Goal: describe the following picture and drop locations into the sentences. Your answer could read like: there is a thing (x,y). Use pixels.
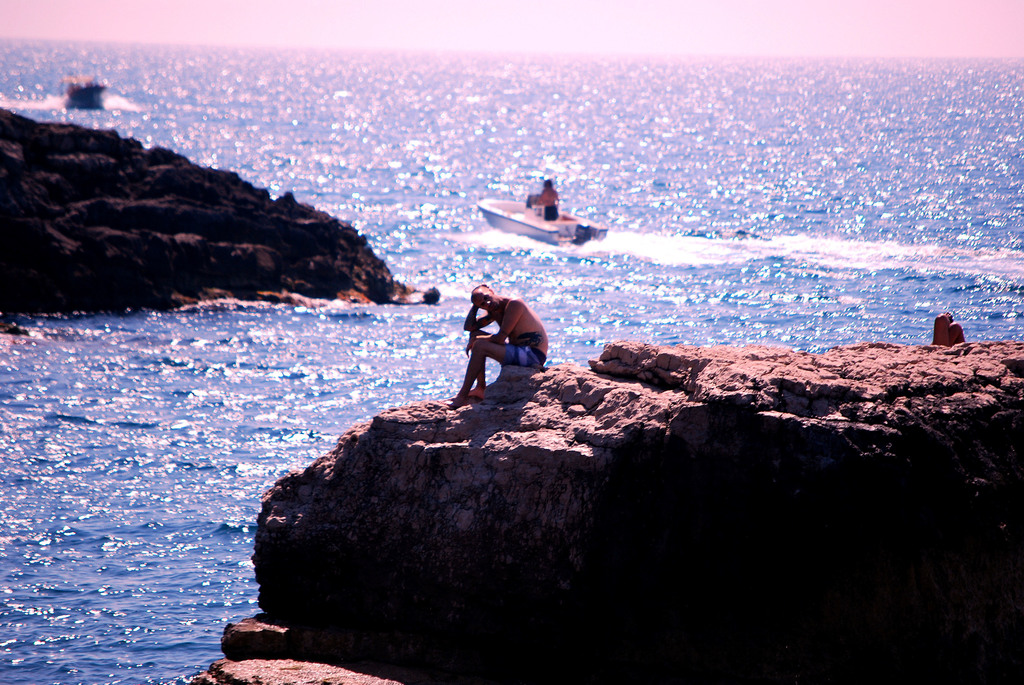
This image consists of three persons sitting near the ocean (753,204). In the front (486,368), we can see a man (480,368) sitting on the rock (539,449). In the middle (591,232), there is a person (548,216) travelling in the boat (528,222). At the top (487,10), we can see the sky (208,25).
